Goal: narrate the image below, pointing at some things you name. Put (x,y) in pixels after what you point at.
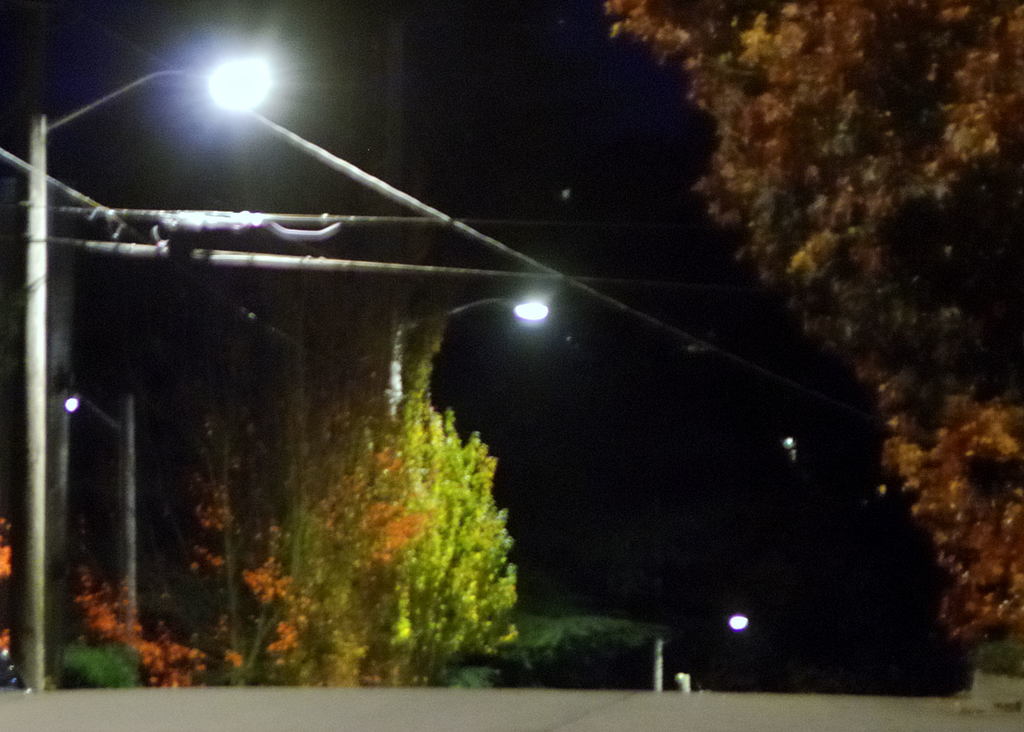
In this image on the right side (905,295) there is a tree (834,245), and on the left side (31,255) there are some poles (49,285) and lights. And in the background (344,445) also there are some trees (279,570), at the bottom (135,716) there is a road (335,699) and at the top of the image (637,131) there is sky (381,142). And in the foreground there are some ropes (105,242).
